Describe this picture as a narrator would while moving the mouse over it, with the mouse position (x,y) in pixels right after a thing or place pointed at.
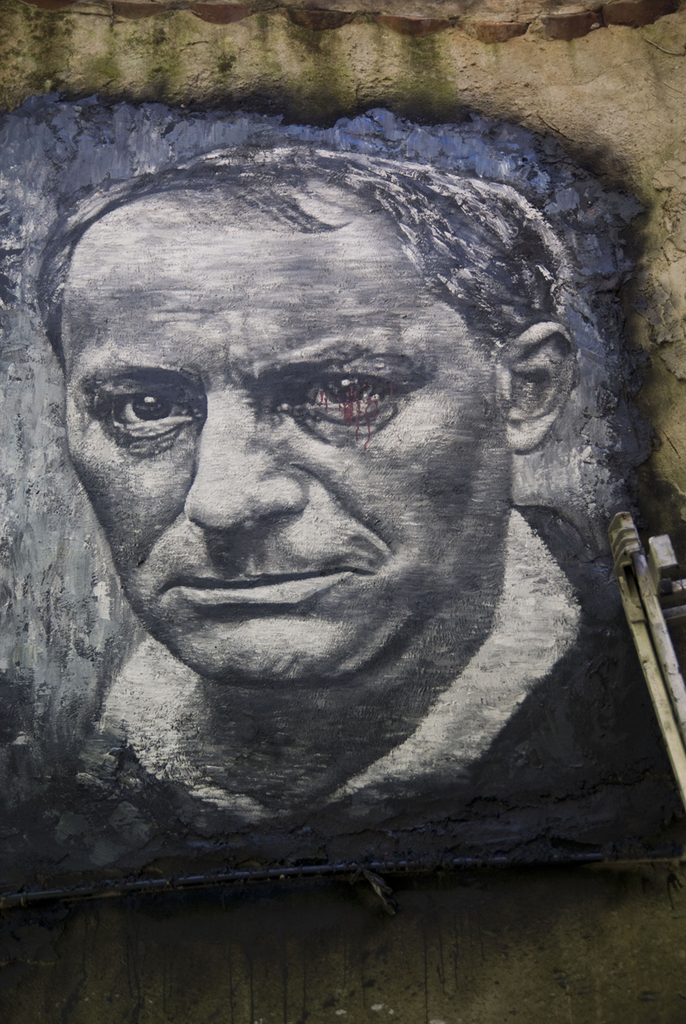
In the image there is a painting (387,460) of a man (330,577) on the surface (258,1000).
